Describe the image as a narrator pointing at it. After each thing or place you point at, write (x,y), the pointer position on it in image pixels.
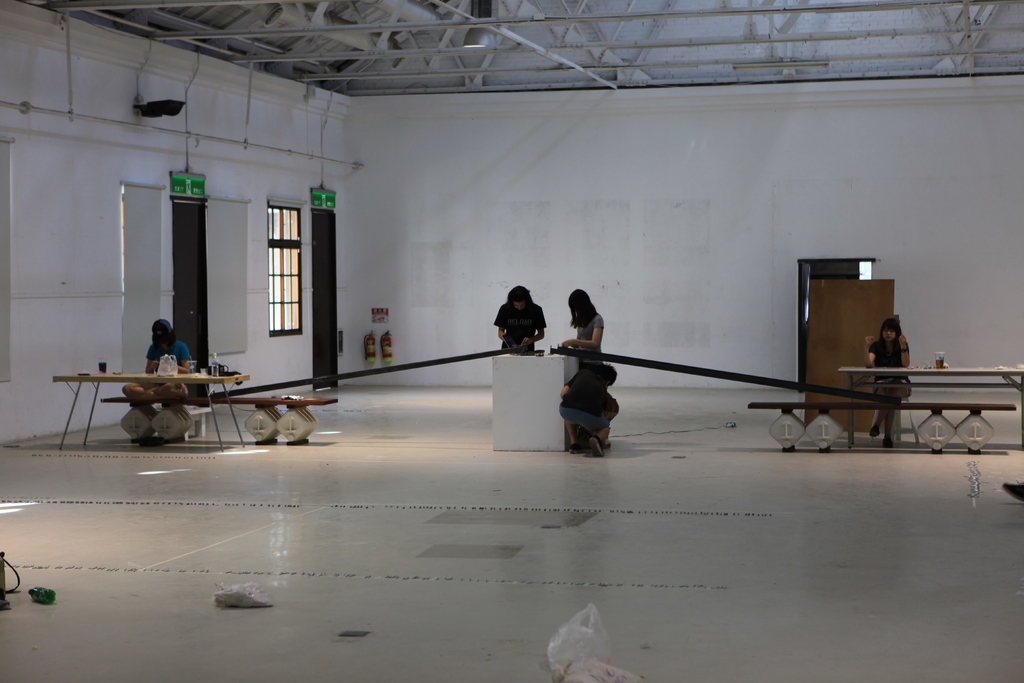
This image clicked inside the hall (383,214). There are five people (604,327) in this image. To the left (246,213), there is a wall (105,268) along with windows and doors (315,329). At the top (616,18), there is a roof (538,62) made up of rods (495,47).
